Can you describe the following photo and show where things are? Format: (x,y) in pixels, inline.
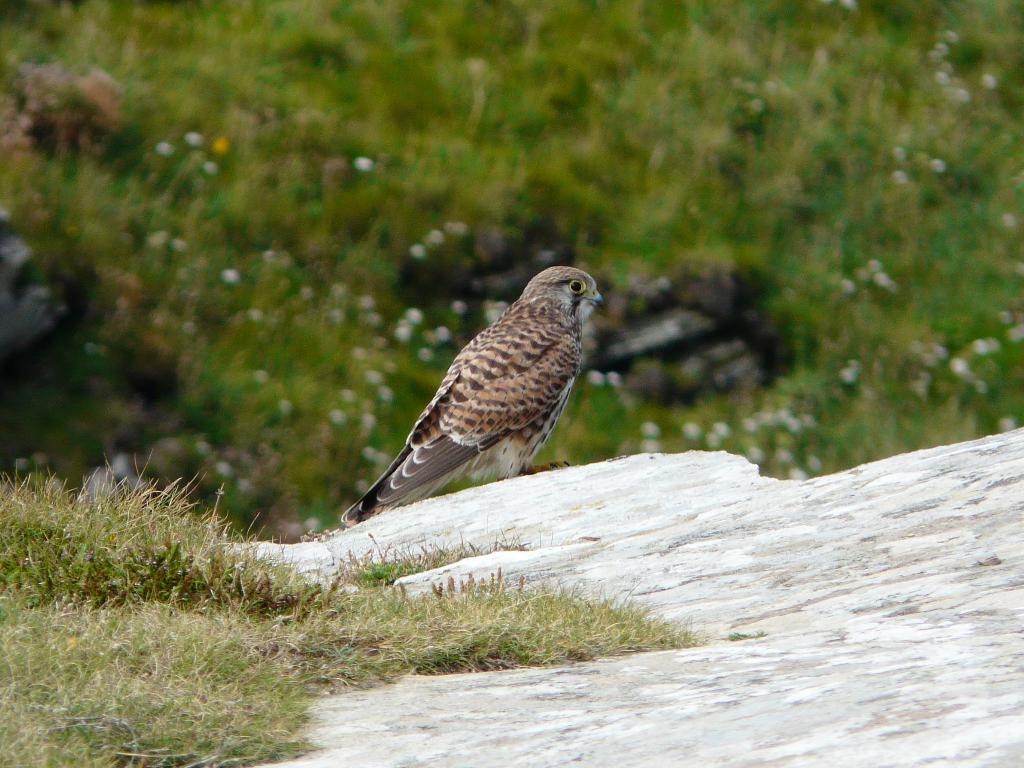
In the middle of the image (518,369), there is a bird (517,387) on an edge (635,473) of a ground (594,473), on which there is grass (280,675). In the background (195,405), there are plants (273,260) having flowers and there's grass (901,53) on the ground (584,51) of a hill (343,126).
